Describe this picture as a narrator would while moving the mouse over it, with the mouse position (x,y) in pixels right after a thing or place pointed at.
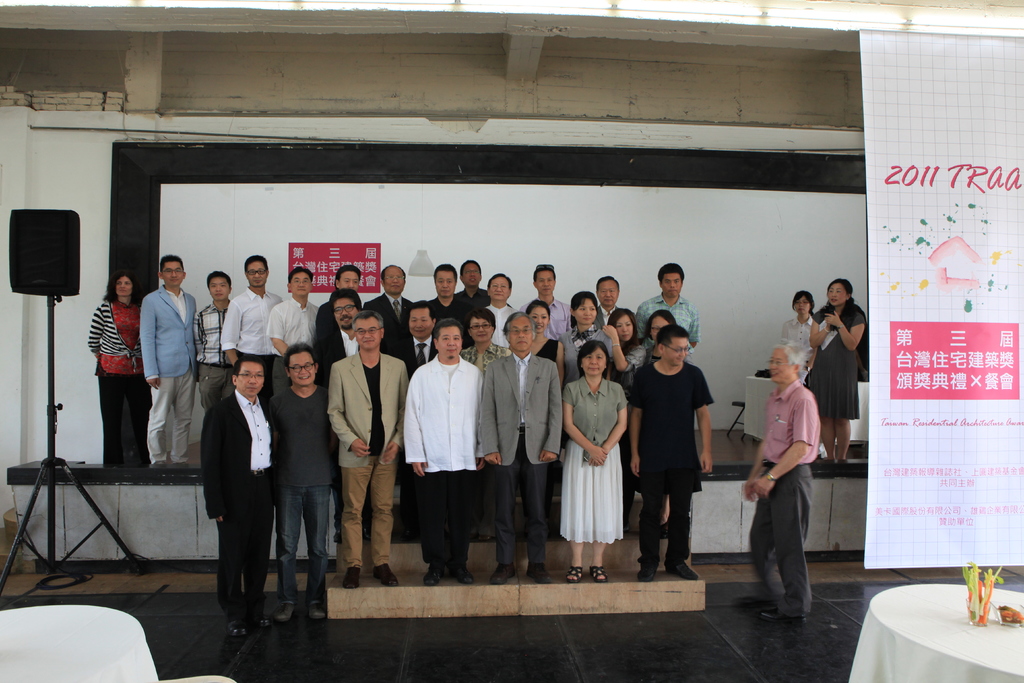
There are group of people (479,344) standing. I think this is a screen (409,226). This looks like a lamp (428,263) hanging. I can see a speaker (45,271) with a stand (40,487). Here is a banner (973,145), which is hanging. On the right side of the image (910,588), I can see a table (943,625), which is just covered with a white cloth (917,638). This looks like a small flower vase (969,609) on the table (997,632). Here is another table (753,401) on the stage (739,470).
